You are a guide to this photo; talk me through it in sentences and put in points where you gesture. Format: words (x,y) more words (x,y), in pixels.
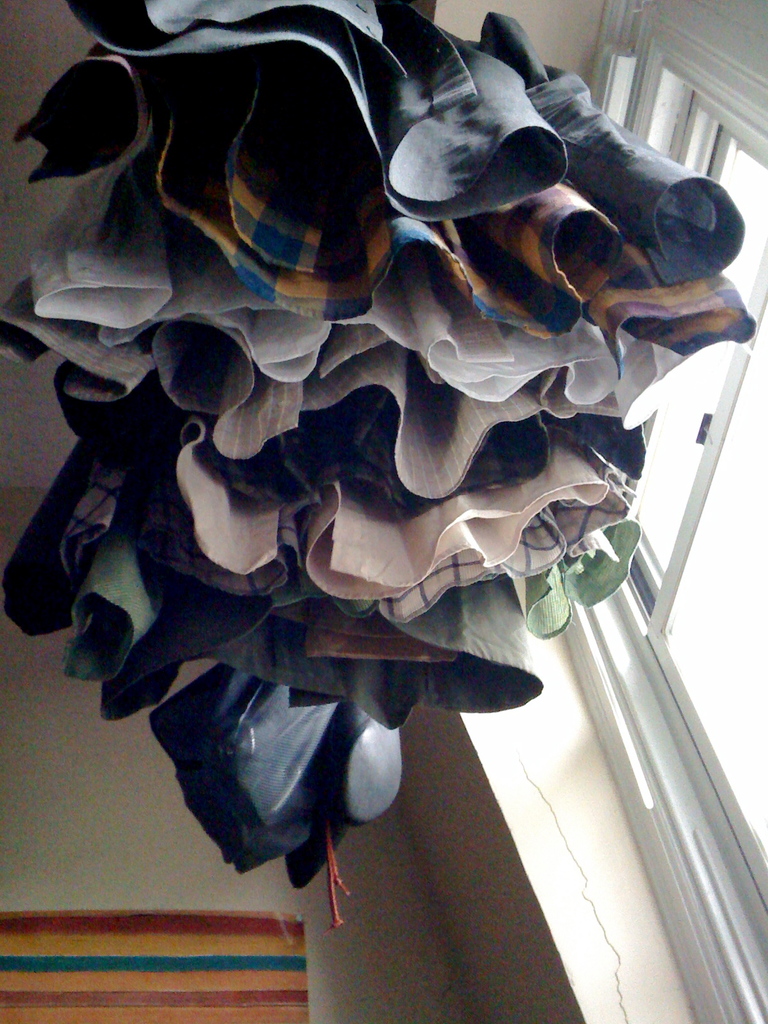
In this picture we can see some clothes (340,329) are hanged, side we can see window (691,701) to the wall (552,796).
